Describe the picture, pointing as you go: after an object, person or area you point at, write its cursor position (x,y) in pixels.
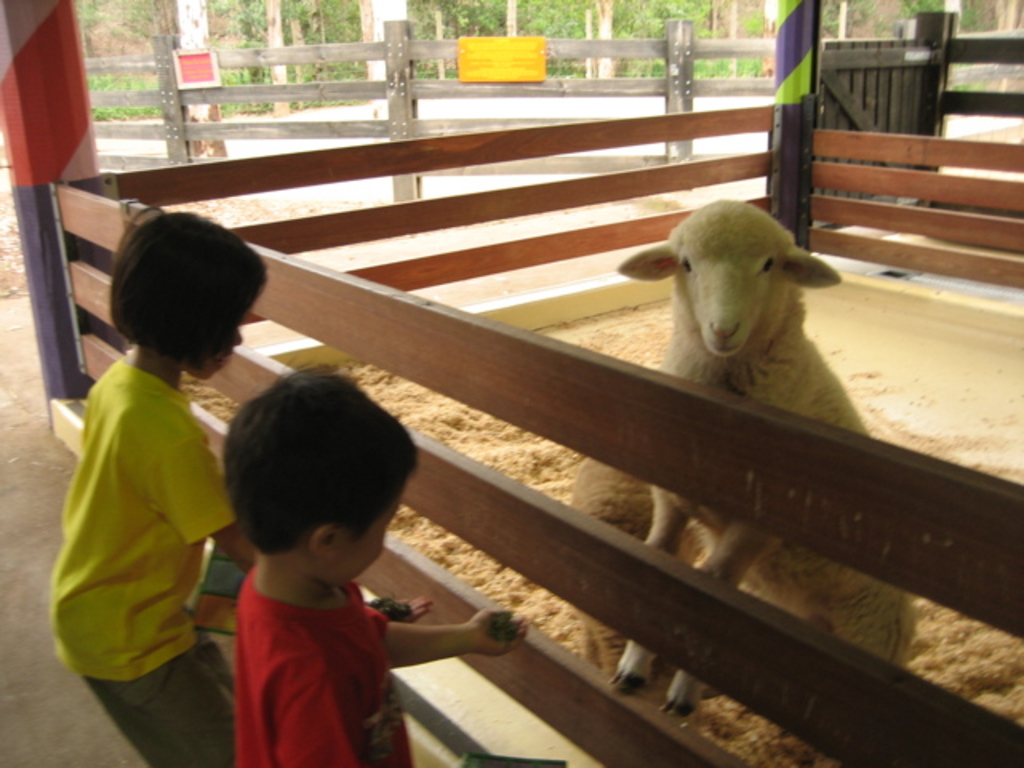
On the left side (165,482), we see a girl (121,504) in yellow T-shirt (153,570) and a boy (263,641) in the red T-shirt (351,668) are standing. In front of them, we see a wooden fence (566,572). In the middle (671,278), we see a sheep (730,243). In the left top (46,72), we see a pillar (29,70) in red, white and blue color. In the background (264,138), we see the trees (349,41), wooden fence (404,66) and the boards (207,58) in yellow and red color with some text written on it. On the right side (933,34), we see the wooden gate (882,112) and a pillar (779,78) in blue and green color.
